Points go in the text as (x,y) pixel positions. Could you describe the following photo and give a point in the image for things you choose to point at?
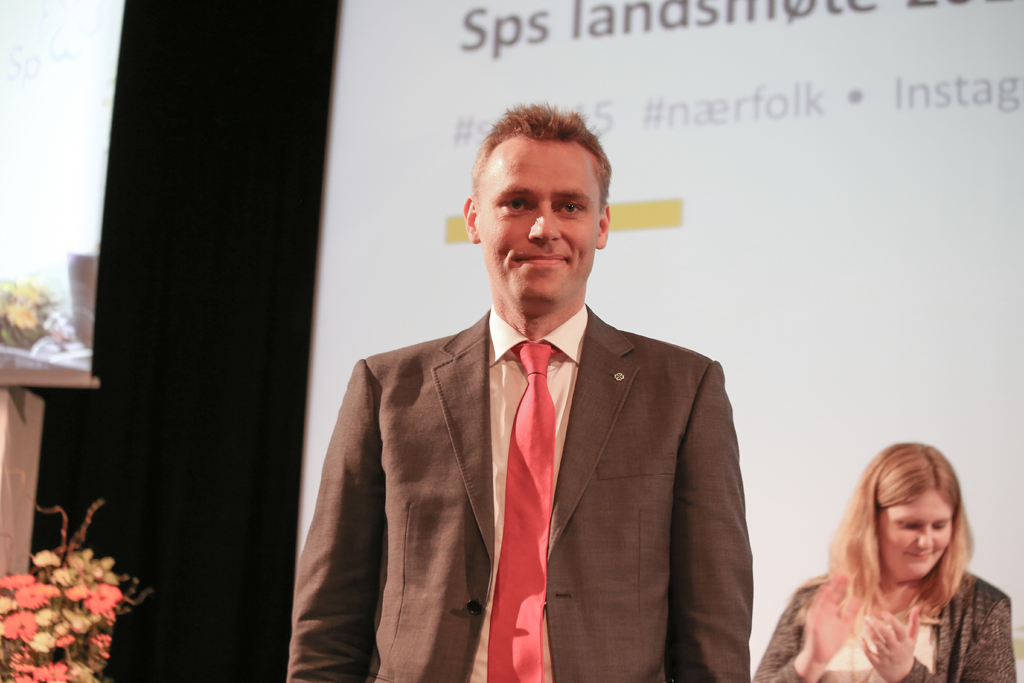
In this image we can see a man (523,655) and a woman (808,666) standing. On the left side of the image (88,633) we can see group of flowers (80,569). In the background (575,46), we can see screens (701,75) with some text (502,42).
